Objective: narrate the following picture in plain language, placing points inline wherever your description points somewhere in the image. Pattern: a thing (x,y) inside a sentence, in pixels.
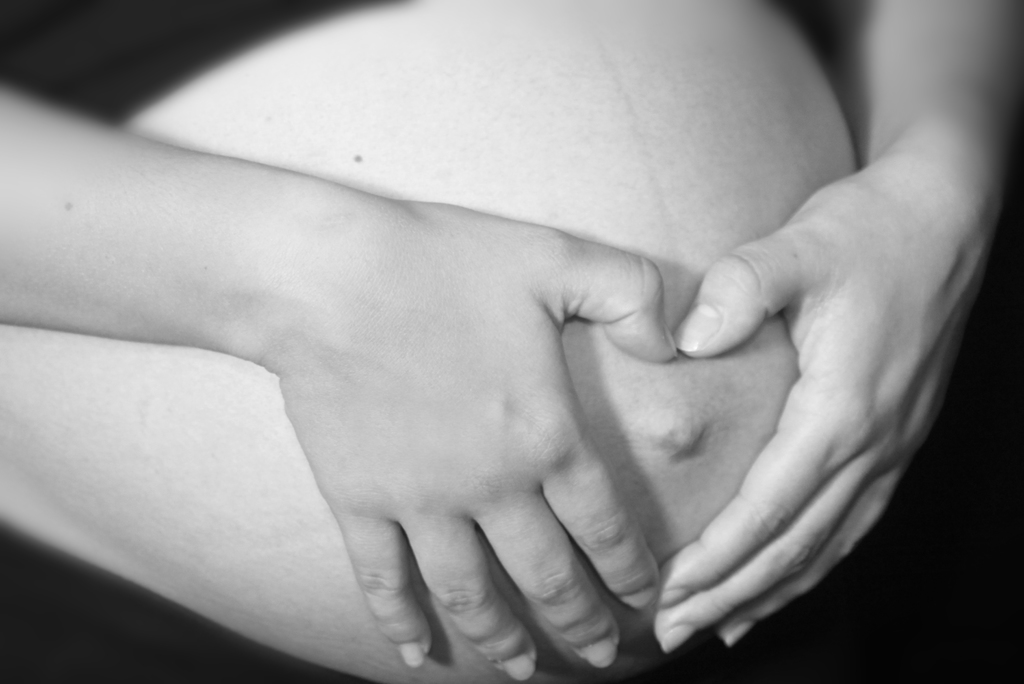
In this image we can see a person (639,354) touching belly (628,481) with the hands (366,273).
